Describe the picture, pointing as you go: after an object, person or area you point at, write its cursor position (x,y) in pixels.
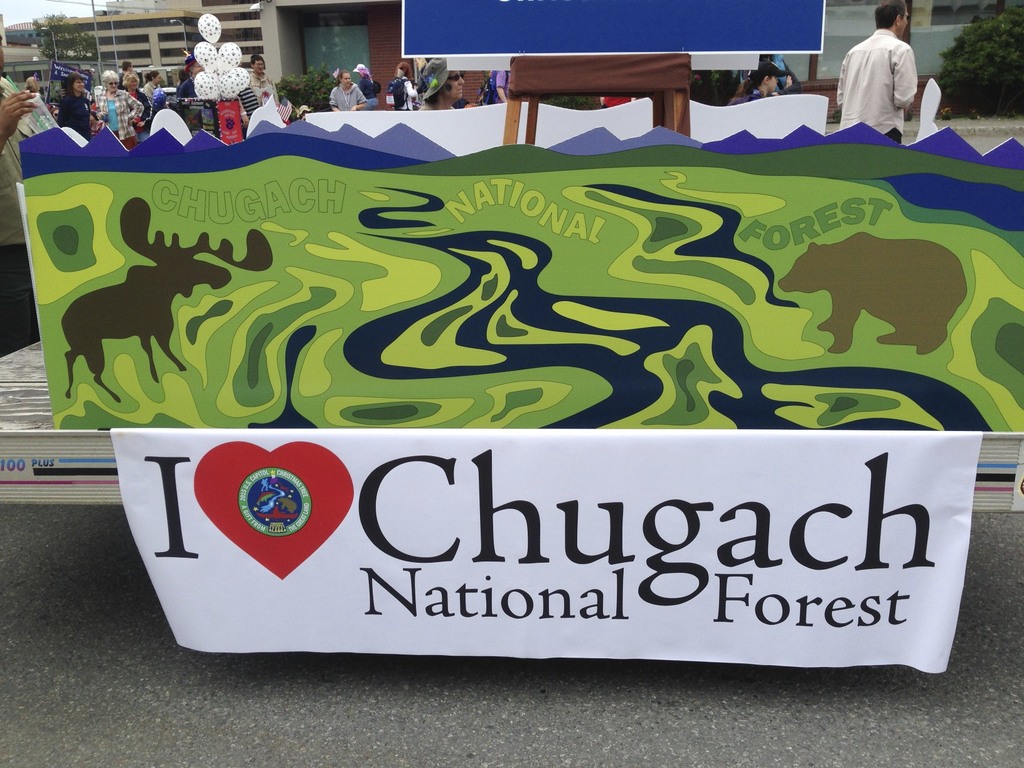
In this image at the bottom (384,611) we can see a banner (762,483) attached at the edge (102,466) to the stage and we can see road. There are pictures (645,246) on the boards (658,221) and a person (14,321) are on the stage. In the background (73,96) there are few persons (136,85), poles (100,65), buildings (144,71), trees (96,53), banners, balloons (211,61), plants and sky (24,13).
